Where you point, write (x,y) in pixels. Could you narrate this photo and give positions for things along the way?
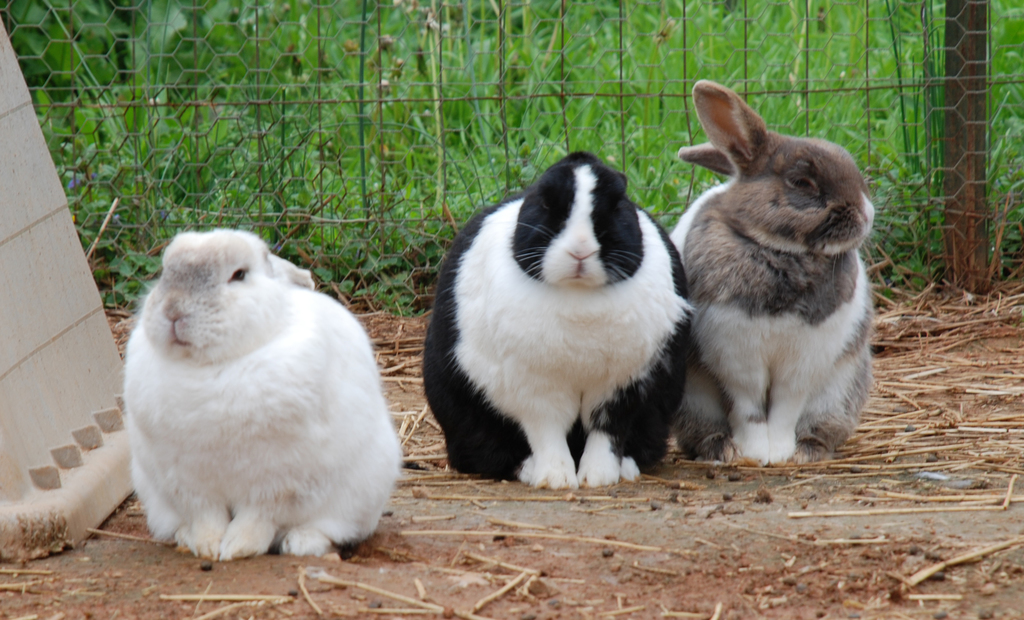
In the middle of the image (572,227) we can see three rabbits (465,459). Behind the rabbits (184,448) there is fencing (58,43). Behind the fencing (70,42) there is grass (253,28).
